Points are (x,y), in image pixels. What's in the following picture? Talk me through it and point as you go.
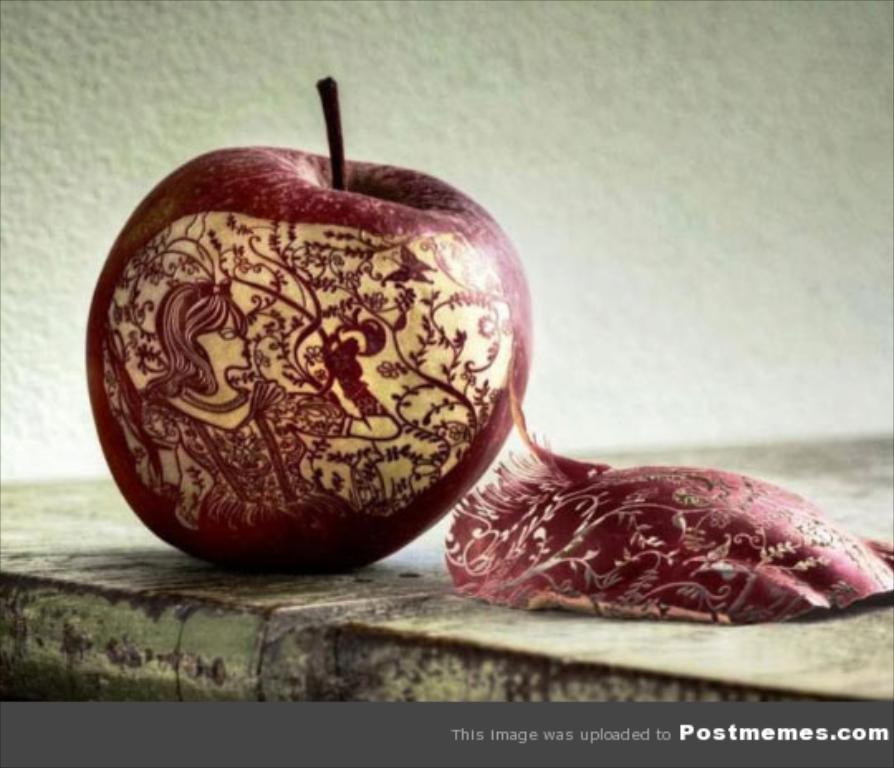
In this picture we can see design (246,294) on an apple (303,422) on the platform (504,636). In the background of the image (251,39) we can see wall (234,42). At the bottom of the image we can see text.
